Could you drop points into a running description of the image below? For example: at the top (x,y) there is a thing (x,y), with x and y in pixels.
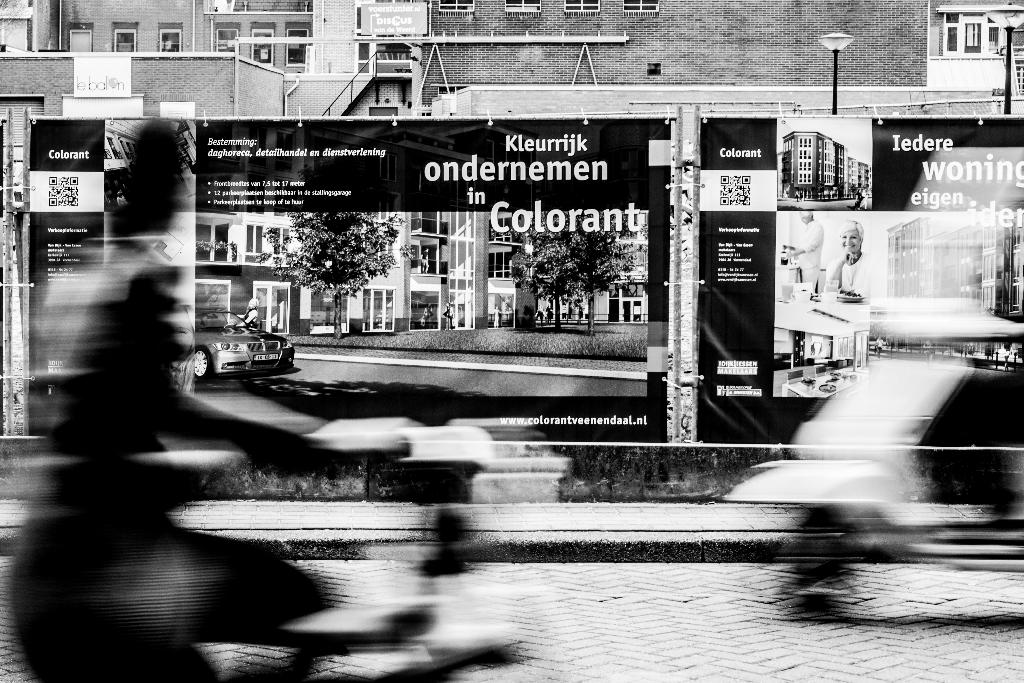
This image is clicked outside. At the bottom (712,635), there is a road (730,638). On the left (112,500), there is a person (118,483). On the right (882,541), there is a scooter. In the background (295,2), there are buildings (551,111) and hoardings (640,263).
